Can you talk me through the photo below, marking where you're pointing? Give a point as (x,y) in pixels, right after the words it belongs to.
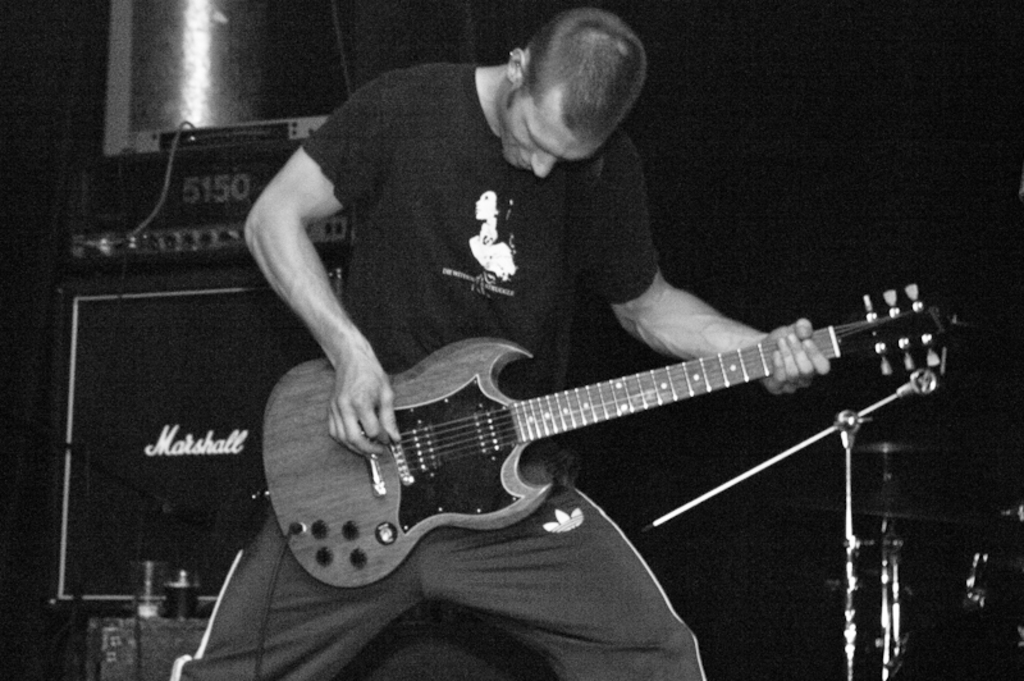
This picture shows a man (308,198) standing and playing guitar (265,424) holding in his hands (346,378).
